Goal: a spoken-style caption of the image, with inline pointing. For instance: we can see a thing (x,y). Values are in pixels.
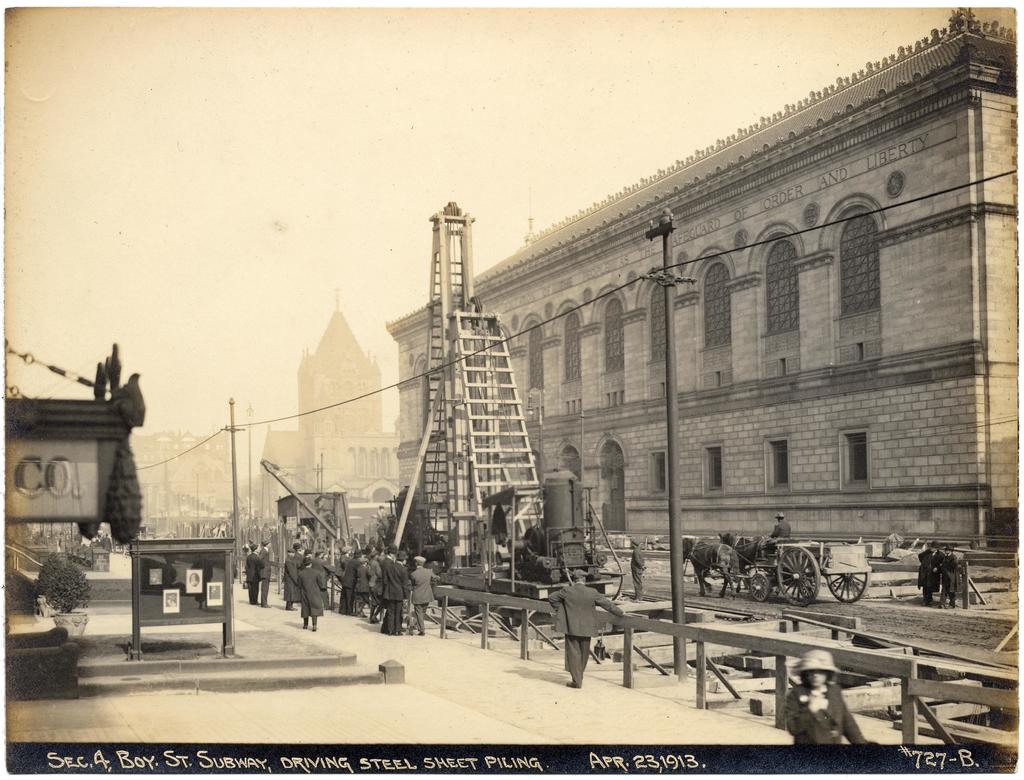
In this image, we can see a photocopy (630,429). In the photocopy (584,564), there are a few people (584,580), buildings (546,465) and poles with wires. We can see the ground (634,675) with some objects (777,628). We can also see a cart (819,556) with animals (711,556). We can see some text (57,753) at the bottom (139,764).
